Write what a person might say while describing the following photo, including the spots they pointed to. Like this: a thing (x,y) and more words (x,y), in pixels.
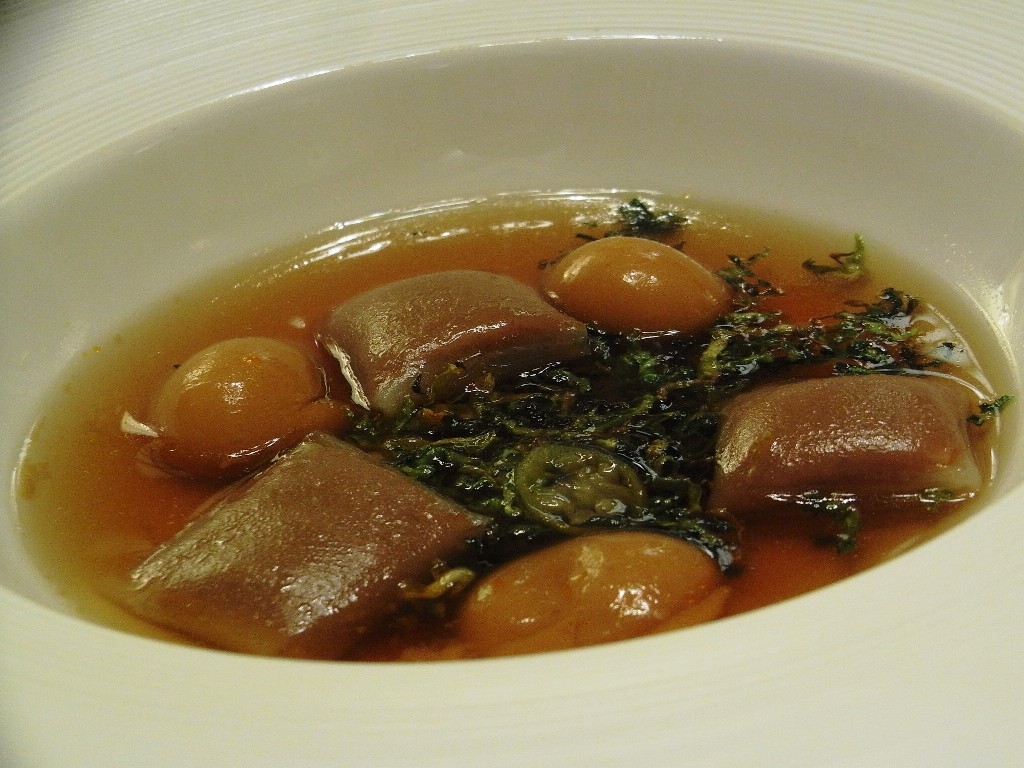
In this picture we can see a food item (518,582) in a white color bowl (57,228).
